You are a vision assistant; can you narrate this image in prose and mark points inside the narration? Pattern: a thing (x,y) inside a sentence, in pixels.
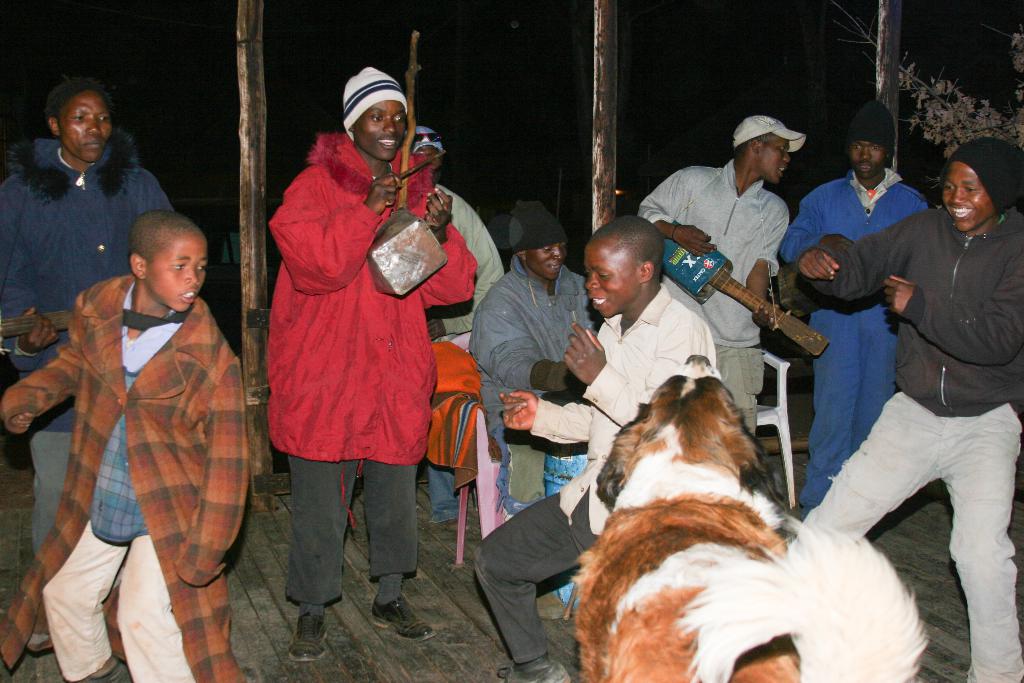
In this picture we can see a group of people (375,370) dancing on the path (463,584) and a person (506,344) is sitting on a chair (483,456) and some people (387,344) are holding objects (733,301). Behind the people (182,336) there are wooden poles (611,50), tree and a dark background (858,86).
